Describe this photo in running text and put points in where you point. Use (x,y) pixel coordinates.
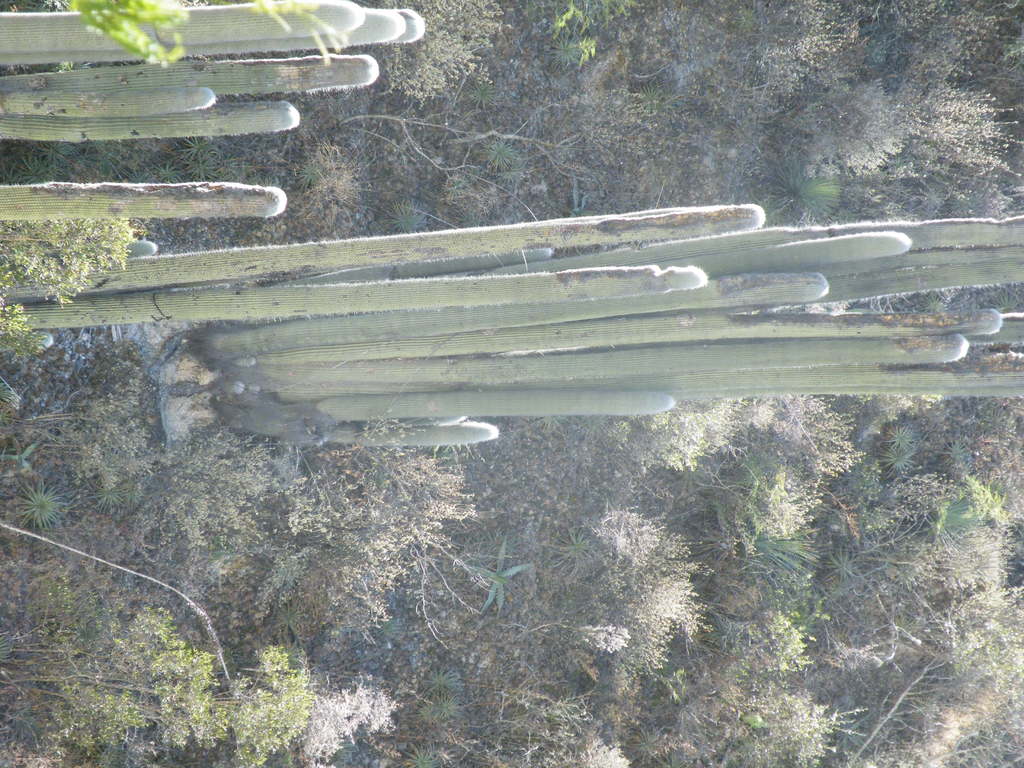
This image is not in the right direction. In this image I can see many plants (707,536) on the ground (200,541) and also there are few cactus plants (440,302).
